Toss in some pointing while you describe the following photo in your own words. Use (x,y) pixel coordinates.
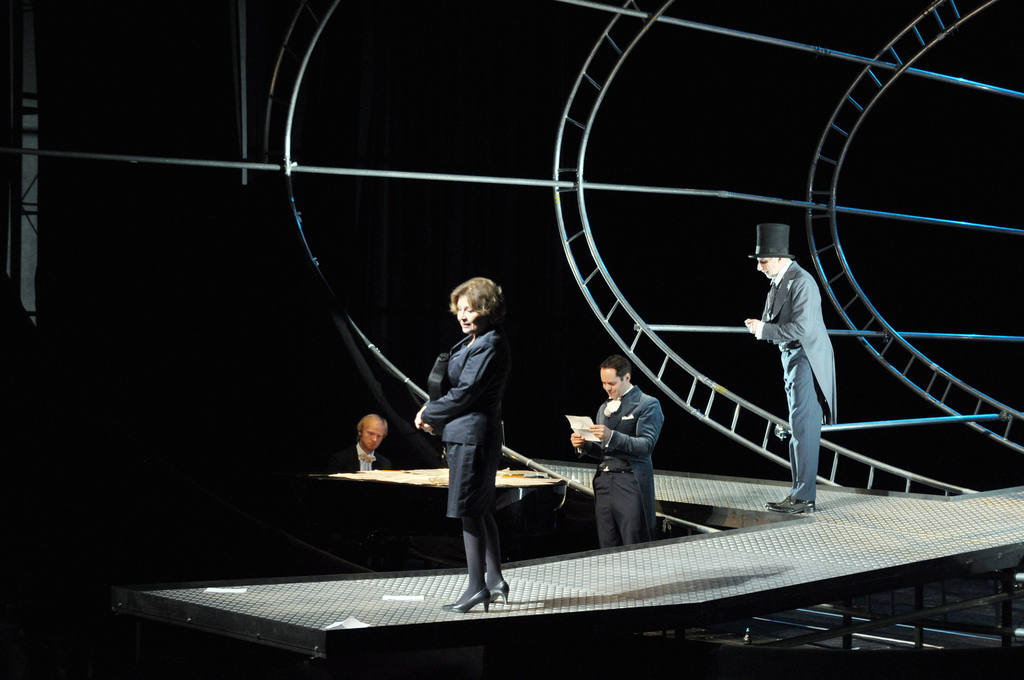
In this image there are persons (478,479) standing and there is a person (342,466) sitting, there are metal objects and there is a curtain (310,328) which is black in colour. The woman (449,446) standing in the center (469,421) is smiling, the person (635,445) standing is holding a paper (583,433) in his hand (598,429) and smiling and there is a person (798,320) standing and wearing a hat (776,248) which is black in colour and there is an object (398,507) which is white and black in colour.
